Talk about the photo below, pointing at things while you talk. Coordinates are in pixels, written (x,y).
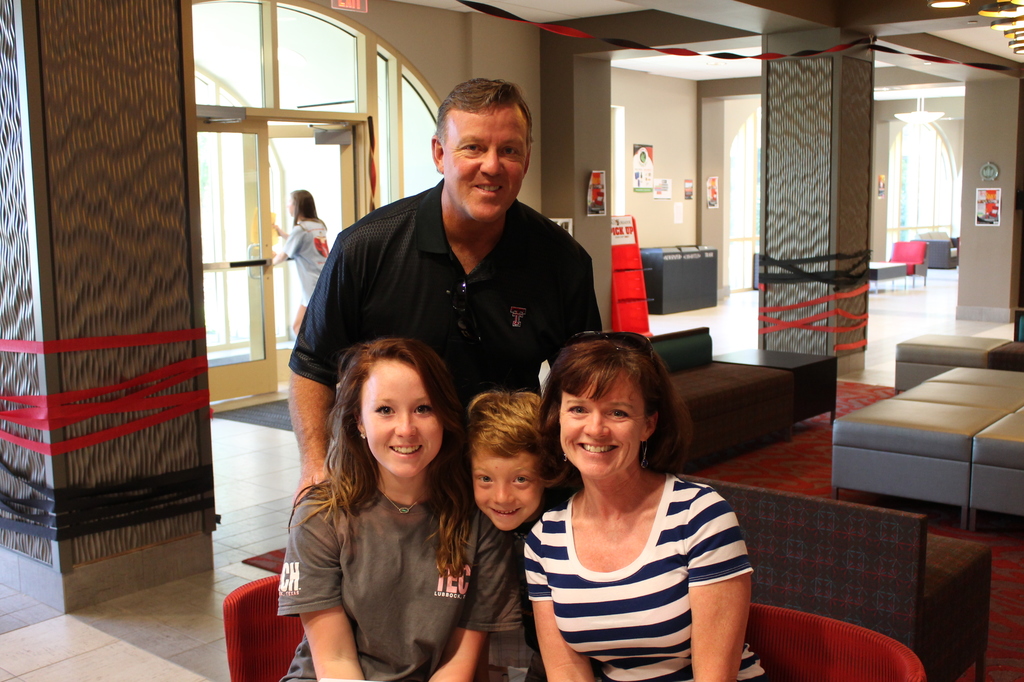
In this picture we can see group of people (402,411), few are seated on the sofa (876,637), and few are standing, they are all in the room (268,281), in this room (869,386) we can find couple of sofas (763,396) and wall posters (637,161) on the wall (674,146).
